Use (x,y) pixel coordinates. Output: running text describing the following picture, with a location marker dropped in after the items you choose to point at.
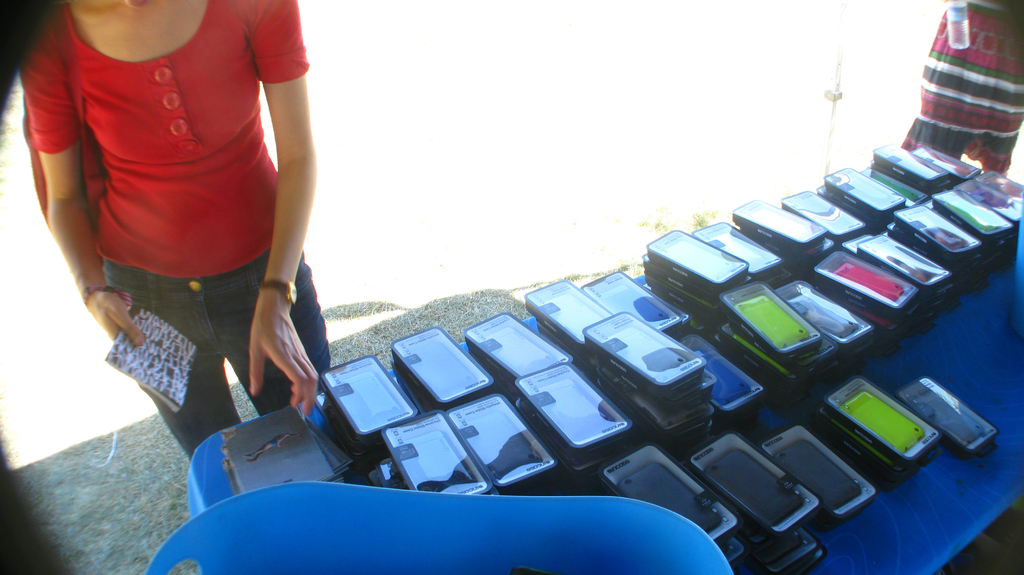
In this picture there is a woman (240,150) who is wearing red t-shirt (200,201), trouser (225,327), bag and watch (290,285). She is standing near to the table (769,408). On the table (612,285) I can see many phone back covers (640,362) and other objects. On the top right corner (987,166) there is a man (972,102) who is holding a water bottle (953,27).
